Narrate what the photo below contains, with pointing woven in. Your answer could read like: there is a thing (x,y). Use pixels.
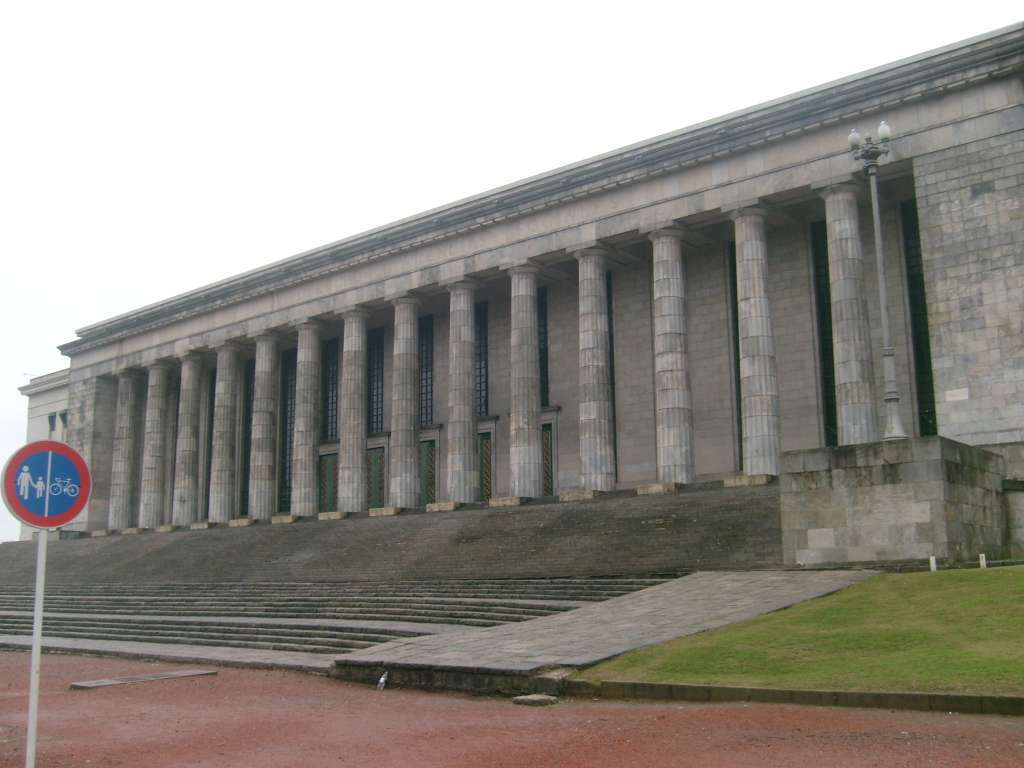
In this image, I can see a building (290,454) with pillars (771,450) and stairs (563,531). On the right side of the image (886,347), I can see a light pole (860,151) and the grass (872,651). In the bottom left corner of the image (38,724), I can see a sign board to a pole (36,690). In the background (82,207), there is the sky (430,137).
